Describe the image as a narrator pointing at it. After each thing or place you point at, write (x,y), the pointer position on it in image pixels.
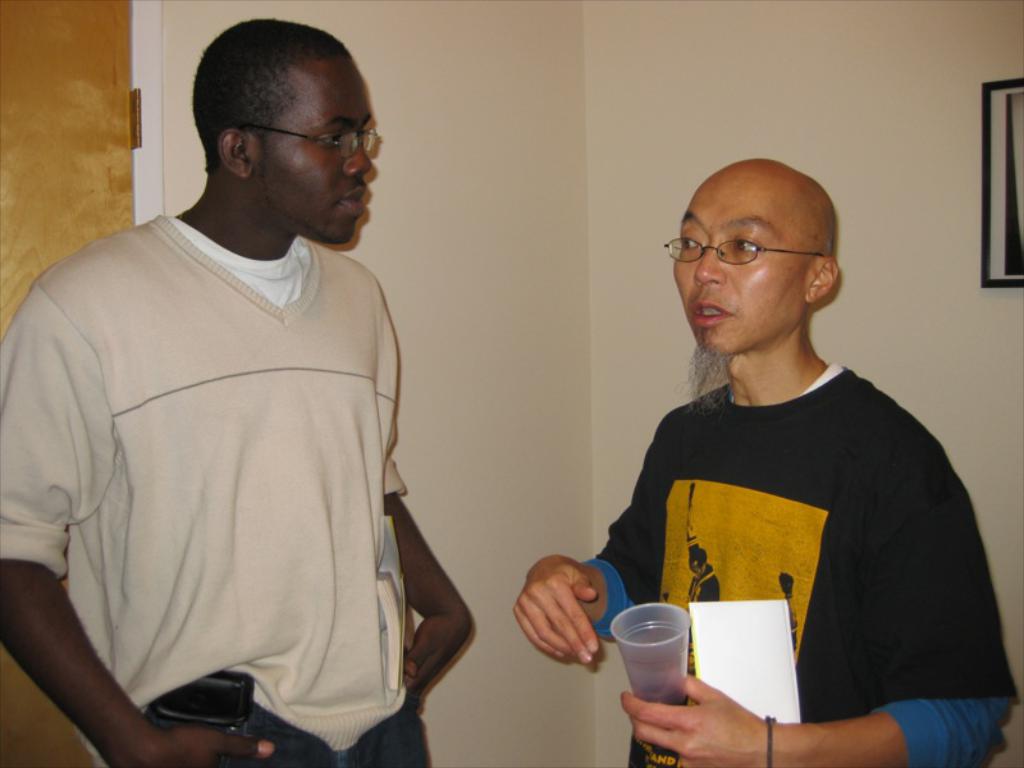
In this picture we can see two men (602,554), they are standing. On the right (990,212) there is a frame (1014,228). On the left (57,105) it is looking like a door (73,125). In the background (618,88) it is wall (578,181).
